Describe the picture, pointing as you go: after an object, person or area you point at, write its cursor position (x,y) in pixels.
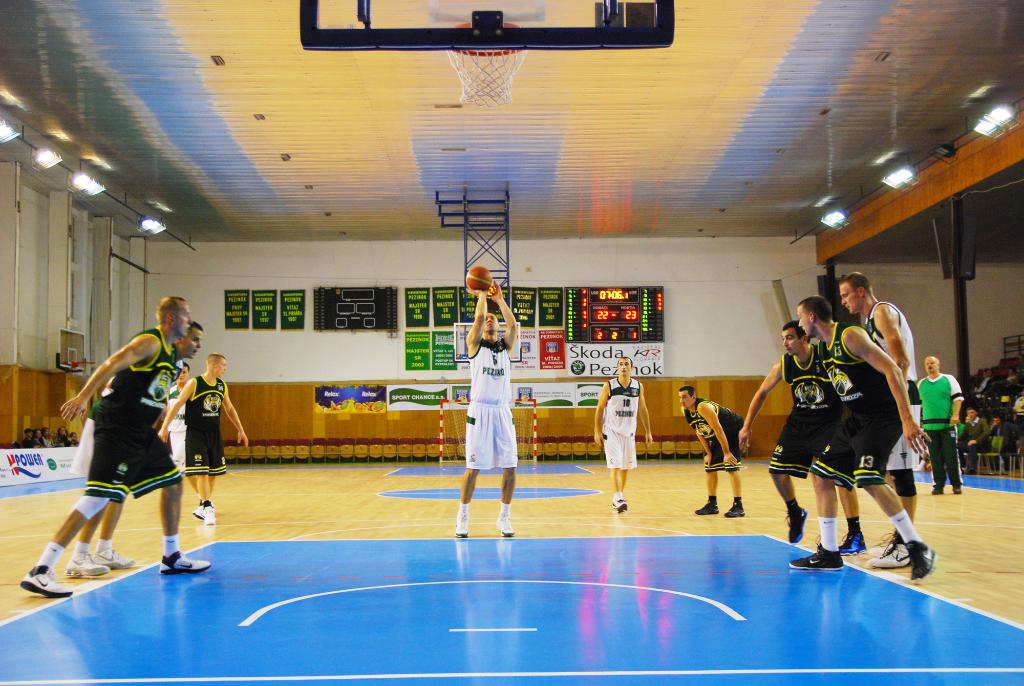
In this image we can see a group of people (498,381) standing on the floor (484,523). In that a man (480,441) is holding a ball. On the backside (530,420) we can see a group of people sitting beside a fence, some empty chairs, a pole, some boards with text (516,360) on it, a digital screen (641,307) with some numbers (644,298), a metal pole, a goal post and a roof (322,183) with some ceiling lights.
